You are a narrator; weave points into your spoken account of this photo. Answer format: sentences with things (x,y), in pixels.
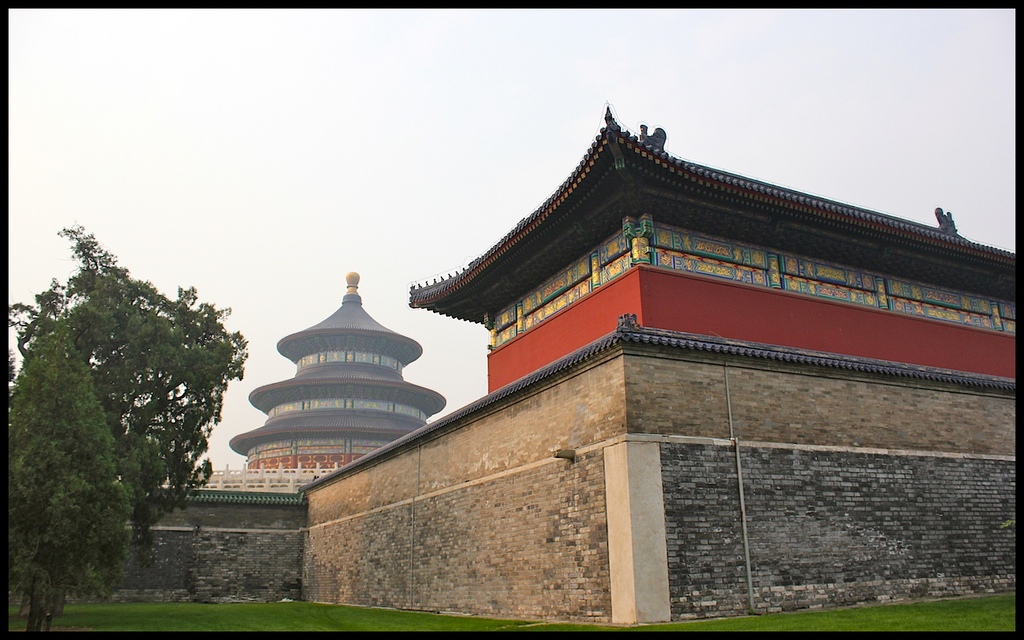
In the center of the image (394,257) we can see the sky (374,257), trees (54,383), buildings (507,330) and grass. And we can see the black colored border (3,397) around the image.
